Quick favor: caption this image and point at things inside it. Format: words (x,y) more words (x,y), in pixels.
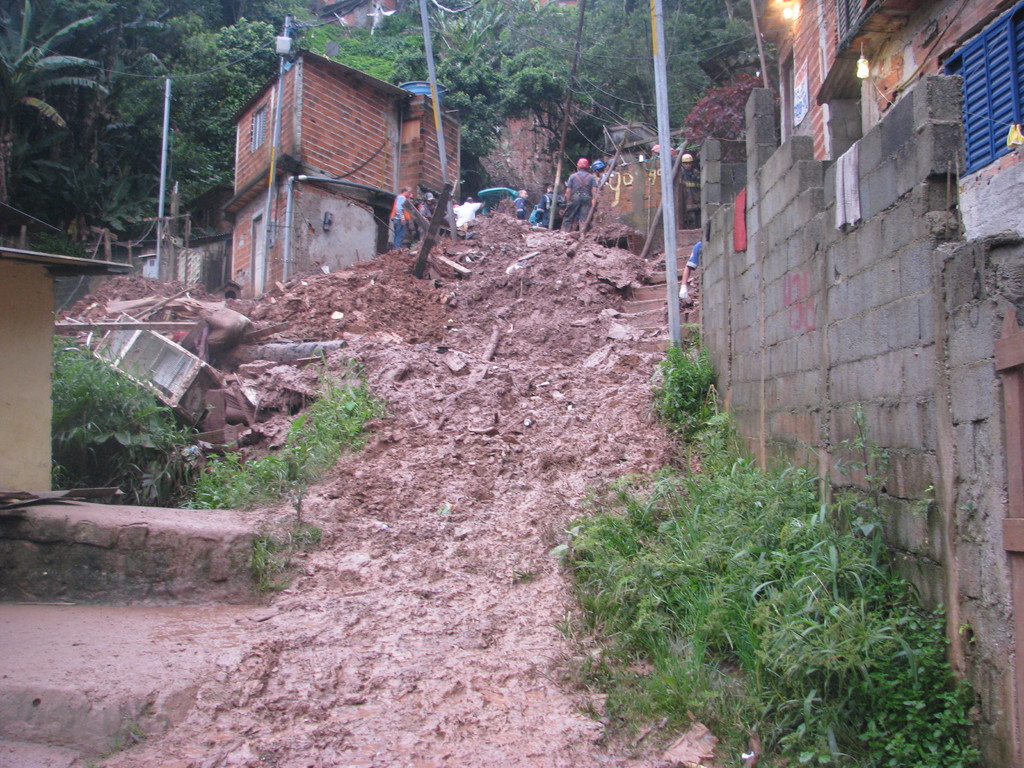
This picture is clicked outside. On the right (799,605) we can see the green grass (720,520) and a building (747,189). In the center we can see the group of people (540,207), trees (619,31), poles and buildings (27,479) and some other objects (248,319). In the background (67,66) we can see the trees (687,29).
